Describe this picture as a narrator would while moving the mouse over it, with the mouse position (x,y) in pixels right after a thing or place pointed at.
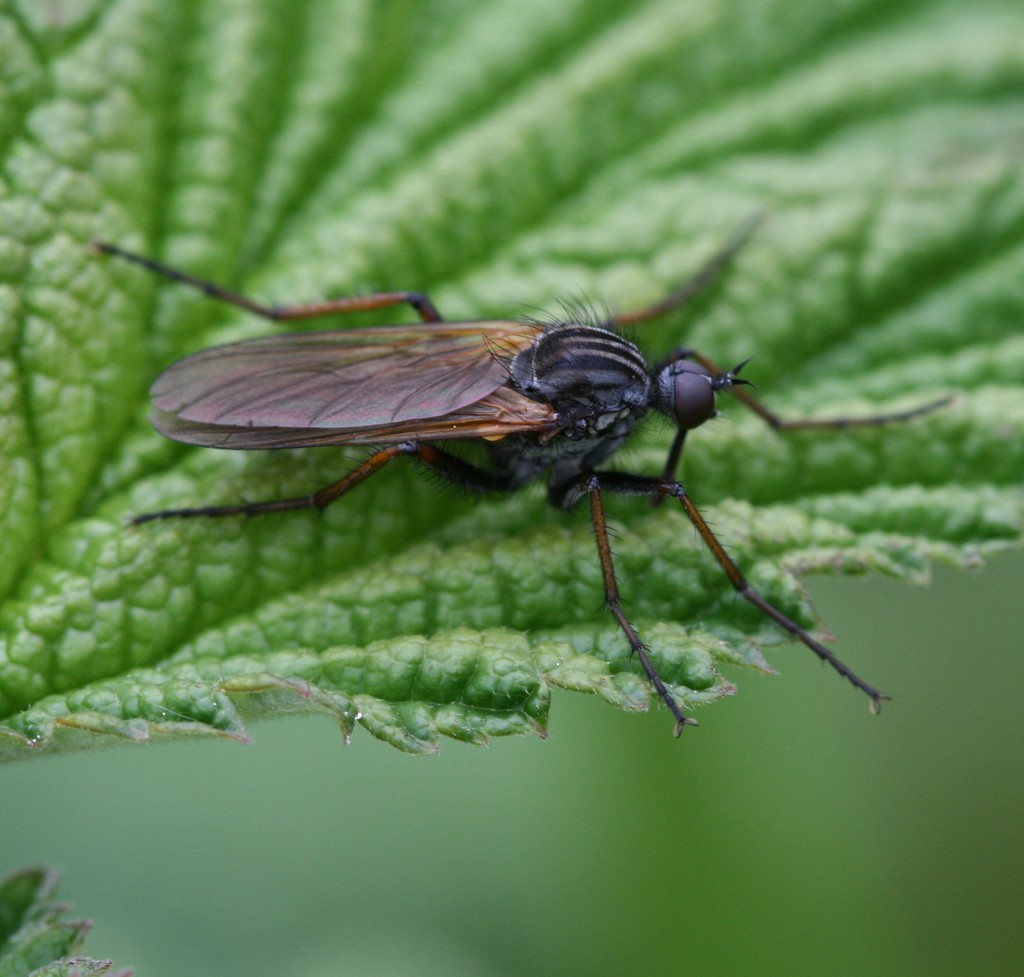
In this picture I can see the insect (480,382) on the leaf (454,554).
